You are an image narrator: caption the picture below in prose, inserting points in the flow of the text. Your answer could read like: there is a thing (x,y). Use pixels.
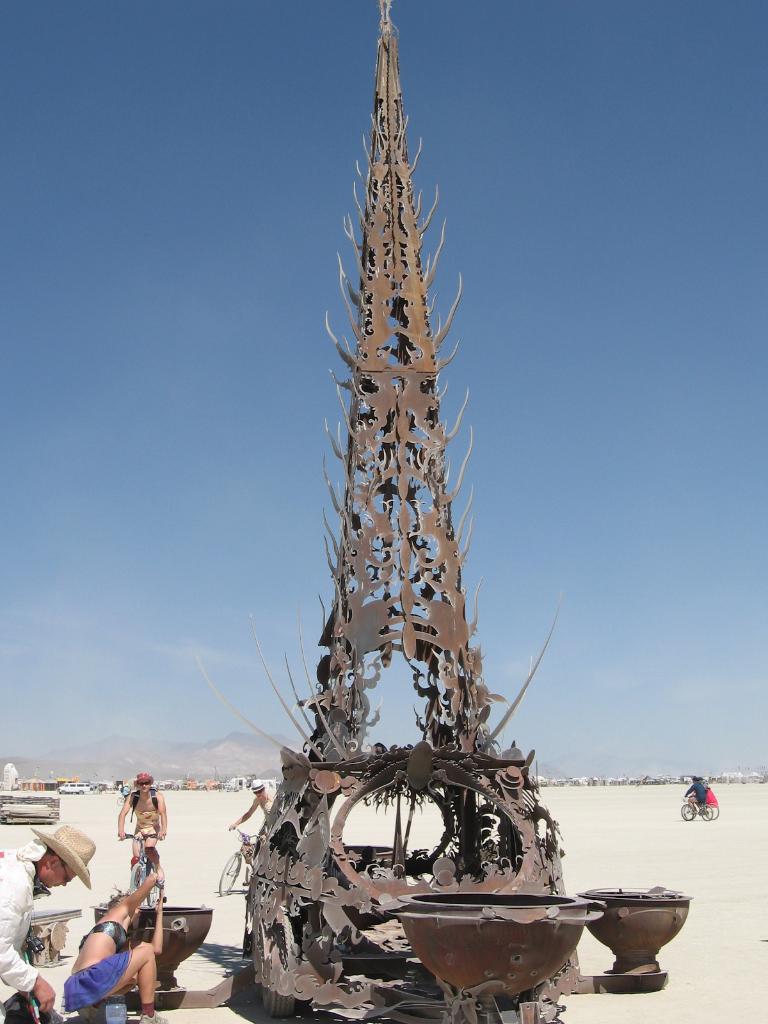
In this image we can see some people (85,968) and among them few people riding bicycles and there is a structure (380,44) which looks like a statue (635,988) in the middle of the image (415,611). We can see some other objects (185,788) and we can see the sky (206,274) in the background (206,274).
